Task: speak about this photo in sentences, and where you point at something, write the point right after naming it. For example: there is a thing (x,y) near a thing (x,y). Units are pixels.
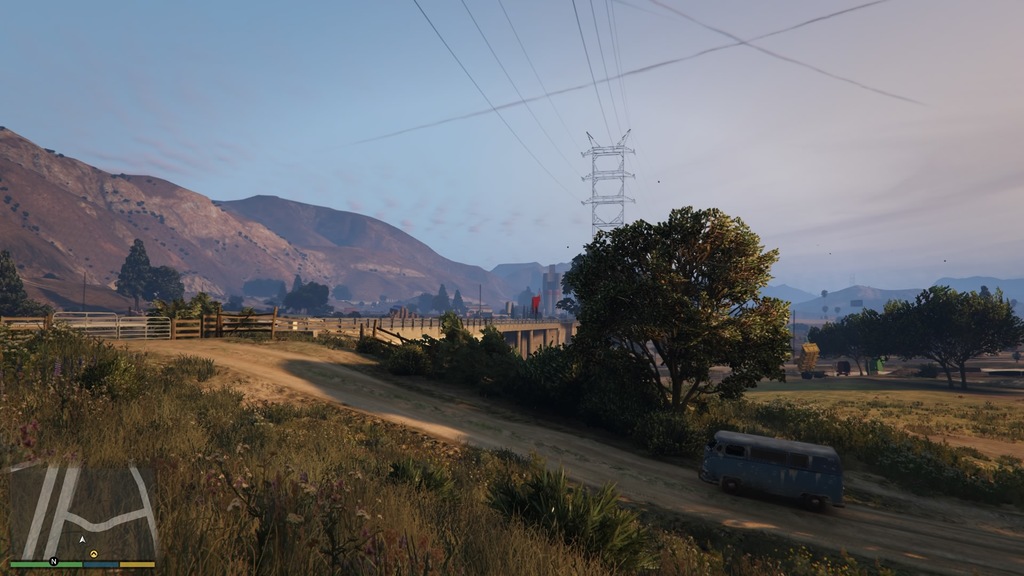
In the center of the image (553,325) there is a bridge (389,323). There are trees (704,374). There is a car (719,447). In the background of the image (12,160) there are mountains (233,253). At the bottom of the image (411,550) there is grass (462,567). There is a electric tower (596,154).
